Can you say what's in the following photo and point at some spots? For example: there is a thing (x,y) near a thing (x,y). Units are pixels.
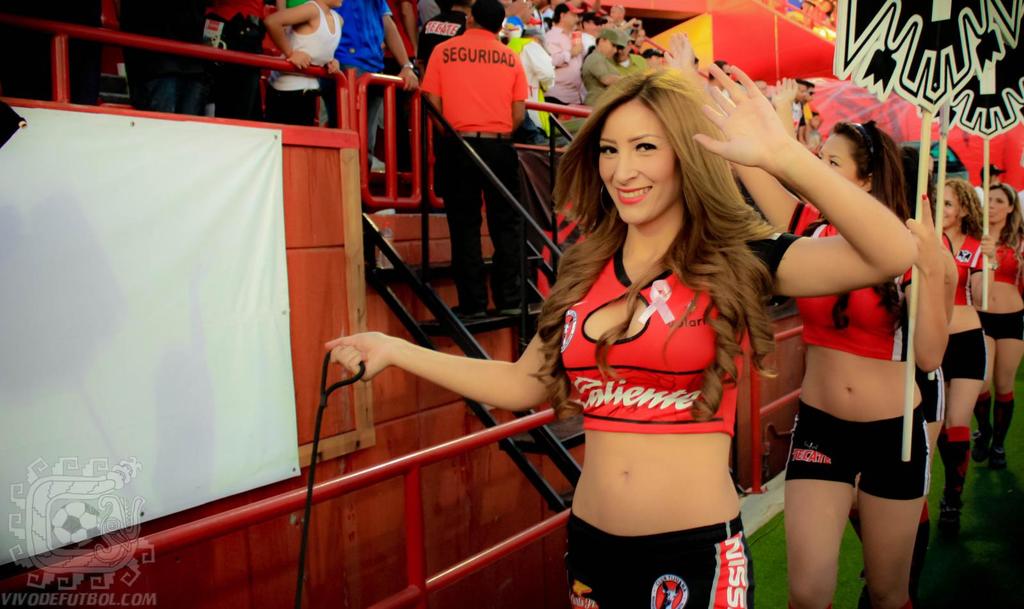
In this picture we can see some people (924,319) walking and holding sticks (939,200) here, on the left side (228,22) there are some people (633,60) standing, we can see stairs (484,329) here.
